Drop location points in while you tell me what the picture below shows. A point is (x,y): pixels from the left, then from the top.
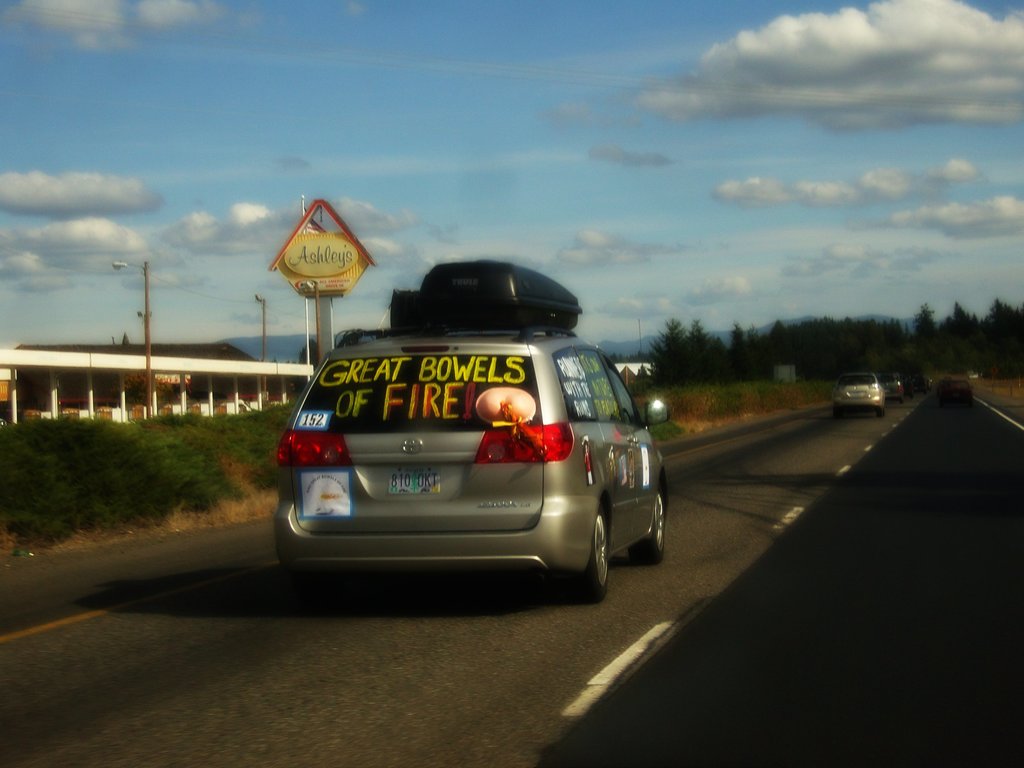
In the picture we can see the road (714,660) on it, we can see a car (397,524) with a luggage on the top of it and some far away we can see four other vehicles (916,391) on the road (920,541), beside the car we can see a pole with a board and near the plants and behind it, we can see some sheds (76,406) and near it we can see some poles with lights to it and in the background (810,10) we can see trees (970,338) and the sky (652,251) with clouds (862,53).
